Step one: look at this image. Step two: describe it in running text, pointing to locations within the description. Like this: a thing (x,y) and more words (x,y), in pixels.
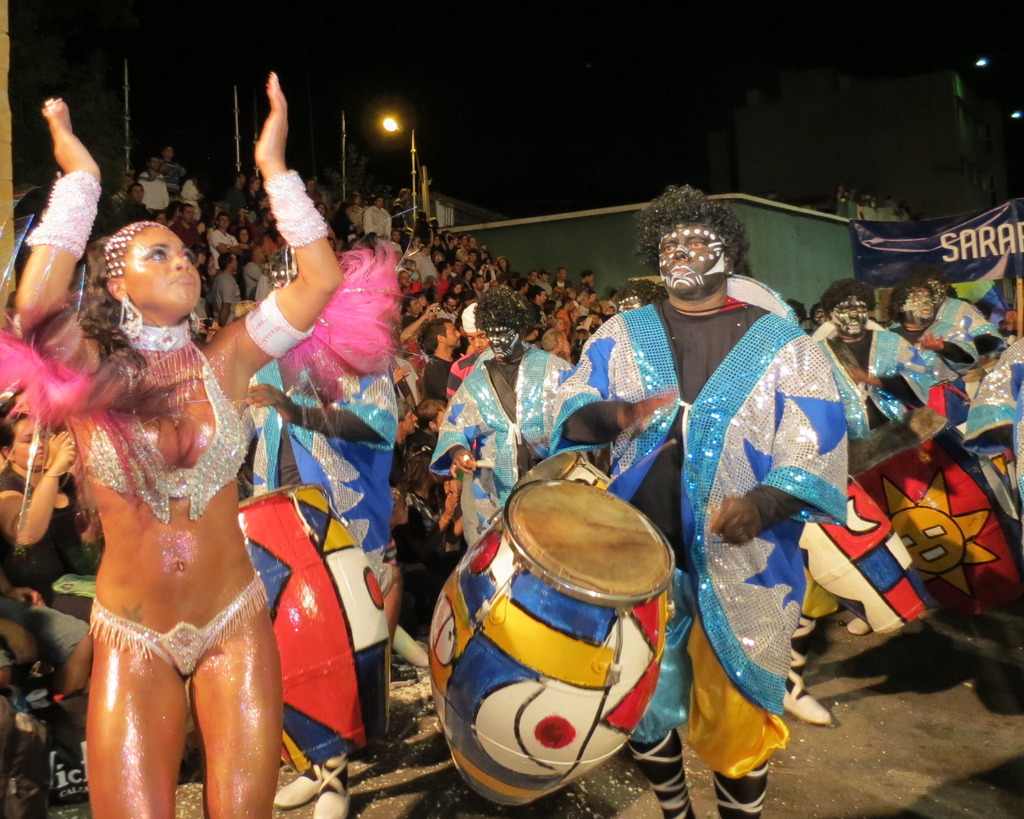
In this image I can see the group of people (452,439). Among them some people (763,599) are playing the musical instrument (475,577). In the background (405,110) there is a light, banner (922,249) and the sky (610,142).
